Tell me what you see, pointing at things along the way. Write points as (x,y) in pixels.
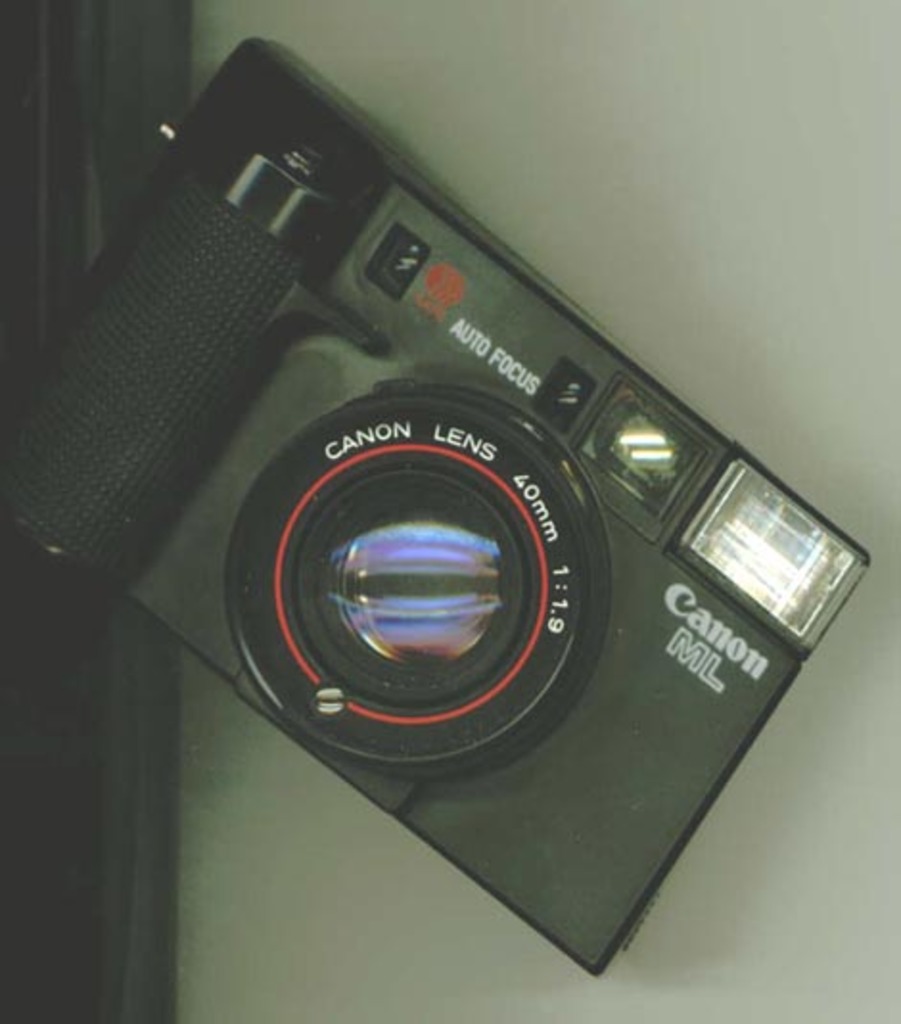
In this image there is a table (671,15), on that table (876,871) there a camera (355,469).
